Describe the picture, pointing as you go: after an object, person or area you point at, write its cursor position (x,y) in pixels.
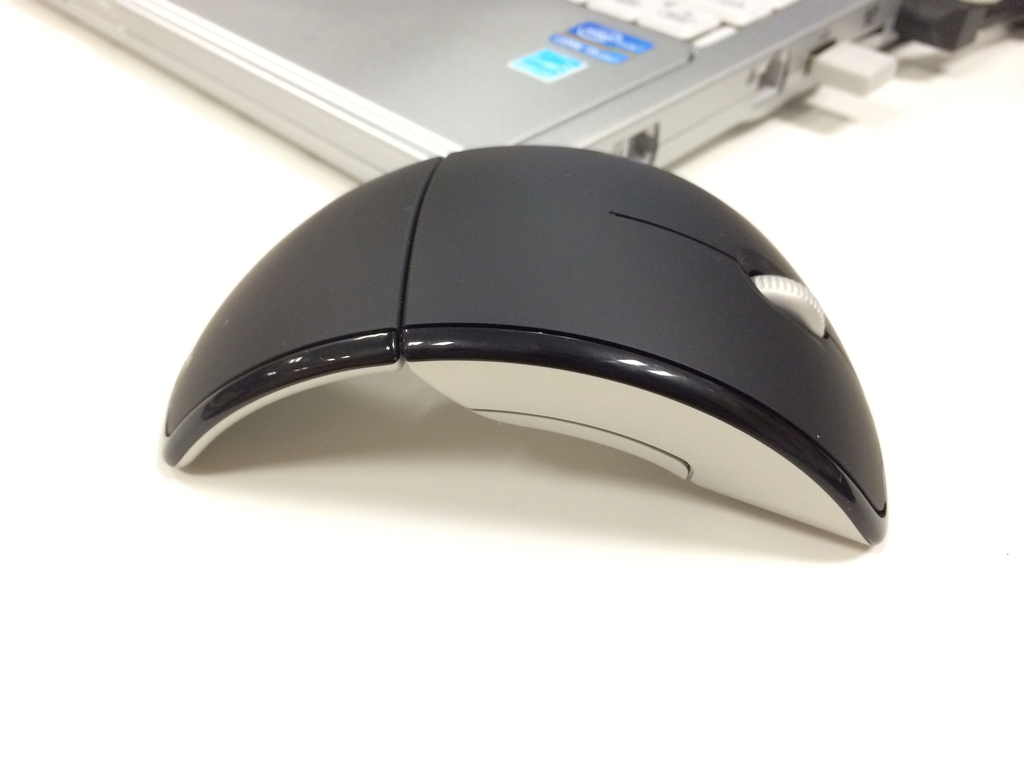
In this picture we can see a mouse (432,343), device (379,110) and these two are placed on the white surface (228,231).
